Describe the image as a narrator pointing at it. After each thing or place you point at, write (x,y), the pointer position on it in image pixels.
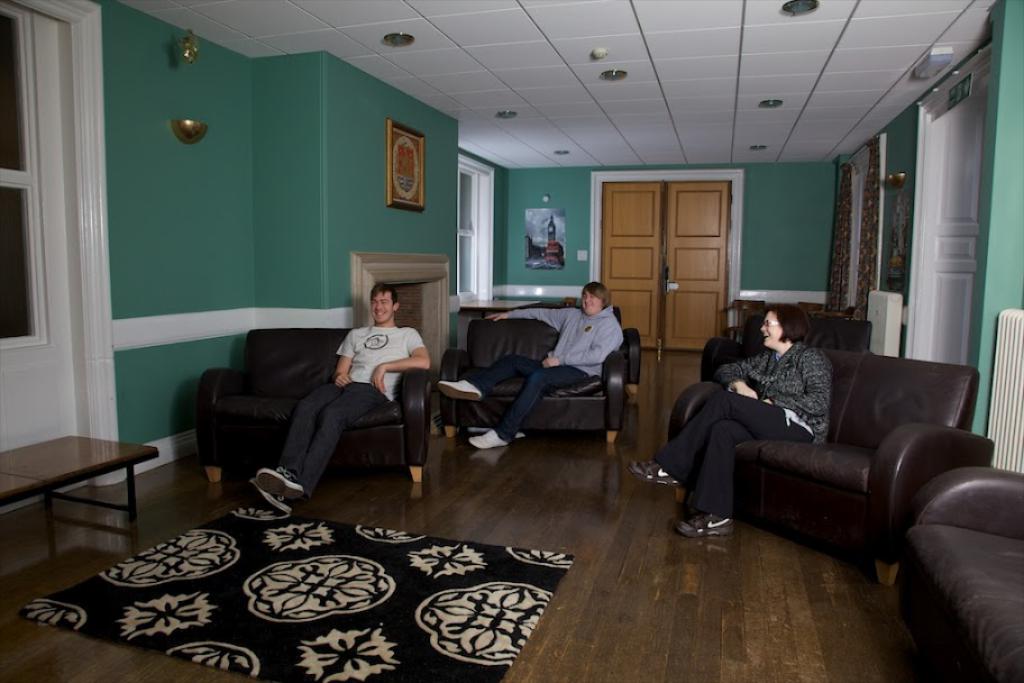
In the image we can see there are people (773,353) who are sitting on chairs (870,432).
